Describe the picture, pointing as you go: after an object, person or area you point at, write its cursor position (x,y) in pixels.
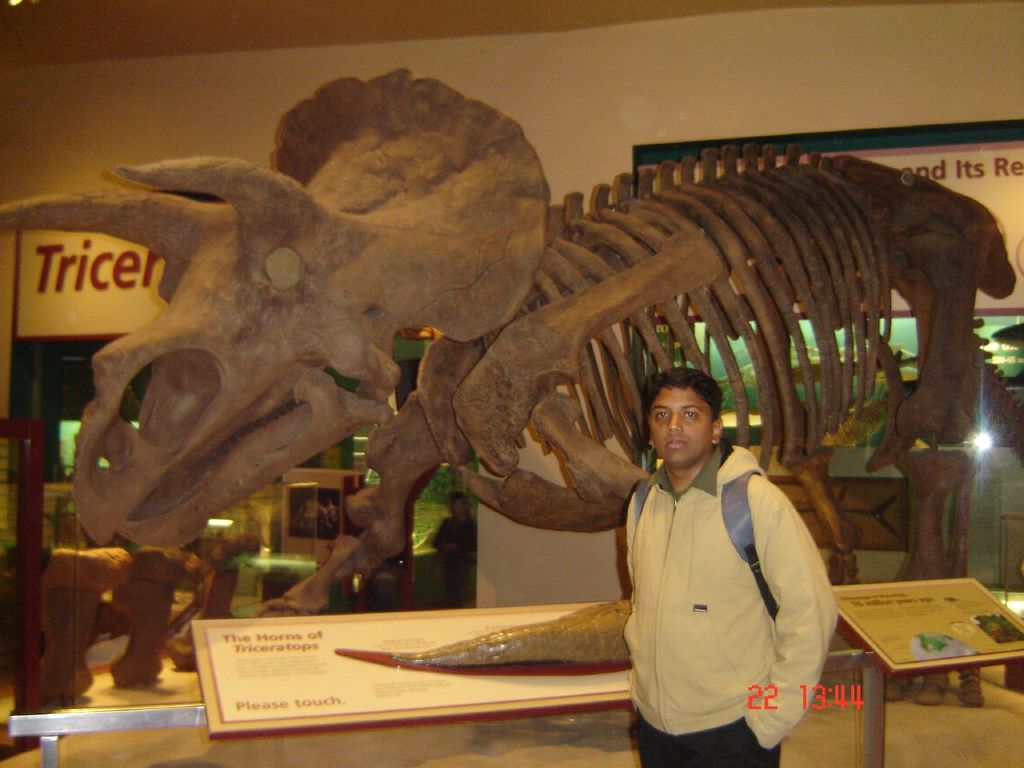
In this image in front (789,584) there is a person (725,537) wearing a bag (764,598). Behind him there are boards (987,615) on the metal rod (195,710). There is a fossil of a dinosaur (502,356). Behind the dinosaur (579,440) there are a few objects (149,584). In the background of the image (597,44) there is a wall (662,39). There are banners (1021,187). There is some text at the bottom of the image (857,692). On the right side of the image (979,429) there is a light (989,435).
